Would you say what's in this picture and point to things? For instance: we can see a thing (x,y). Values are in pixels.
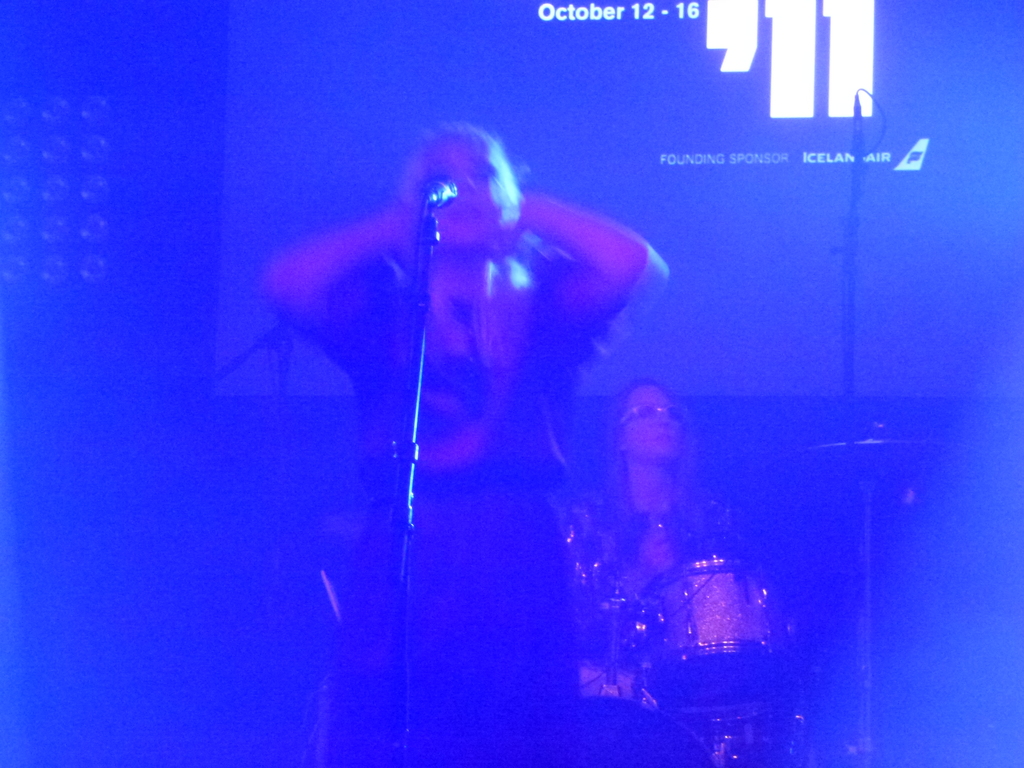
In this picture we can see a person (524,368) is standing in the front (523,368), there is a microphone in front of this person (439,302), in the background (749,265) there is a screen (769,156), we can see a drum (760,586), a cymbal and another person (643,494) in the middle (647,414).
